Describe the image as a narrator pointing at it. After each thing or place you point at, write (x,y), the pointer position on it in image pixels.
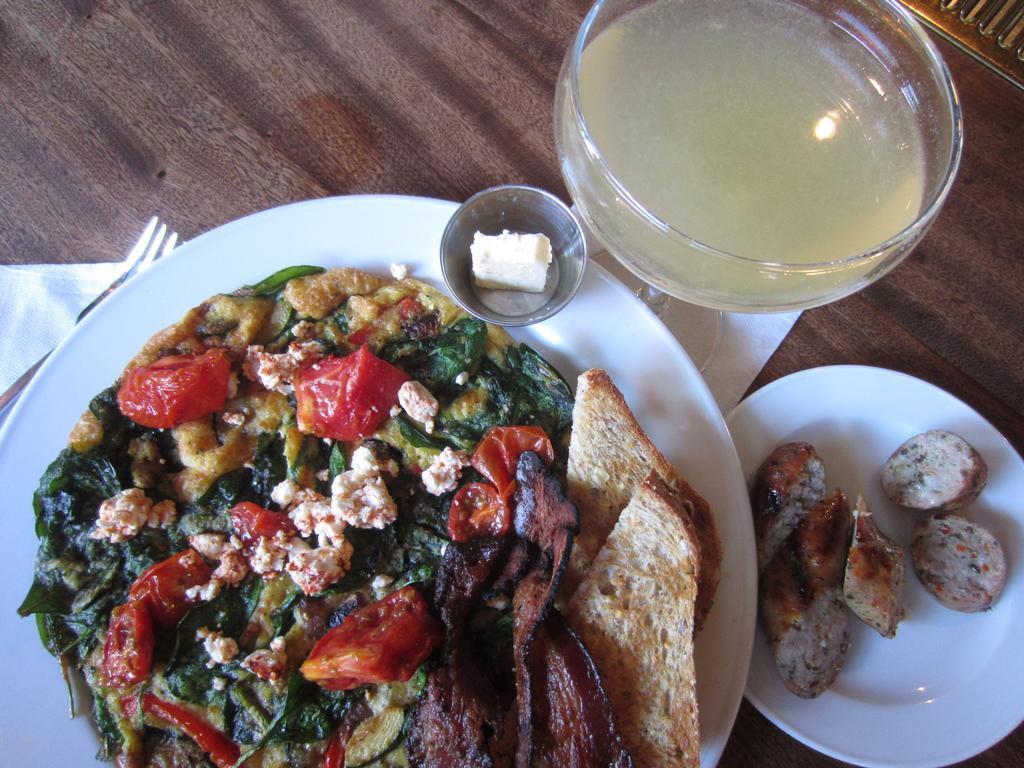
In this image there is a table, on that table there are two plates (949,653), in that plates (711,494) there is food item (609,501), beside that plates (809,437) there is a bowl (614,107), in that bowl (843,157) there is a liquid (718,196).
